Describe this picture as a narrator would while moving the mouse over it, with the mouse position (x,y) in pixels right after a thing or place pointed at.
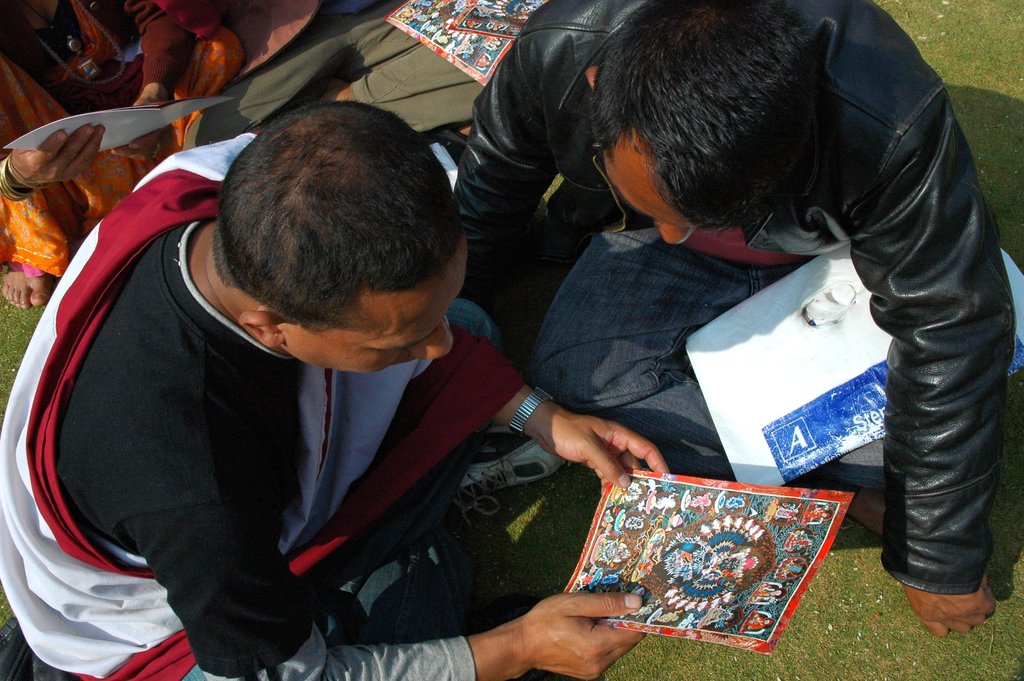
In this image we can see this person (167,430) is holding a poster (764,591) in his hands (610,597) and sitting on the ground (894,609). Also, we can see a few more people (671,154) sitting on the ground (746,662).
